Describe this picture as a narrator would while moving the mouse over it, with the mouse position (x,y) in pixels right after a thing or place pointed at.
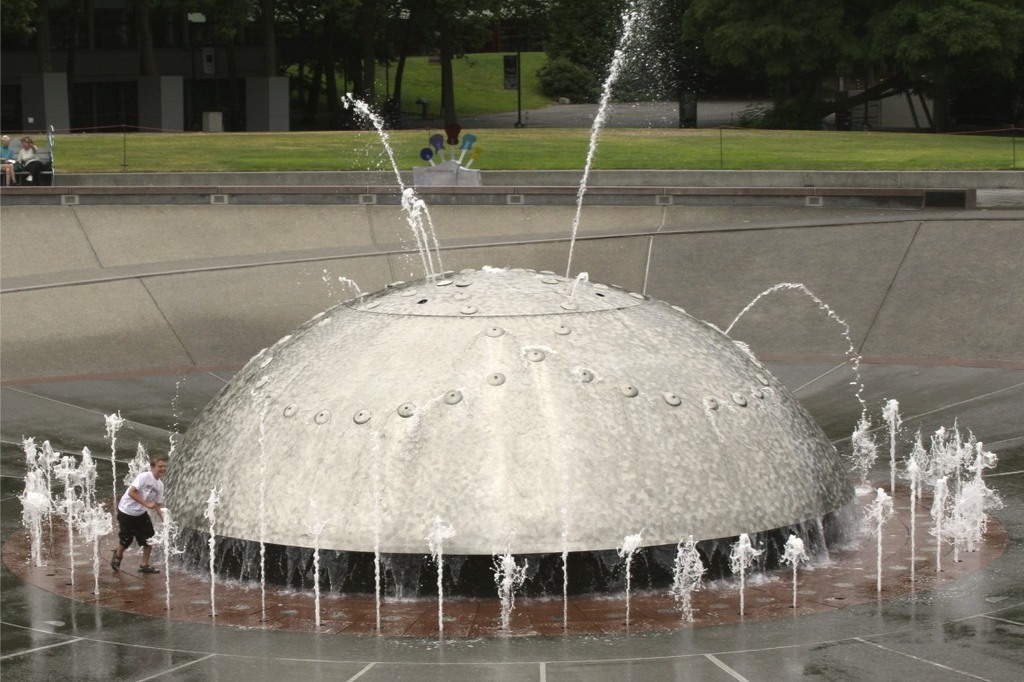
In the picture we can see a fountain (866,485) with waterfalls (169,592) and a boy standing near it and he is with white T-shirt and in the background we can see two people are sitting on the bench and behind them we can see a grass surface (535,141) and some trees (307,88) on it.
